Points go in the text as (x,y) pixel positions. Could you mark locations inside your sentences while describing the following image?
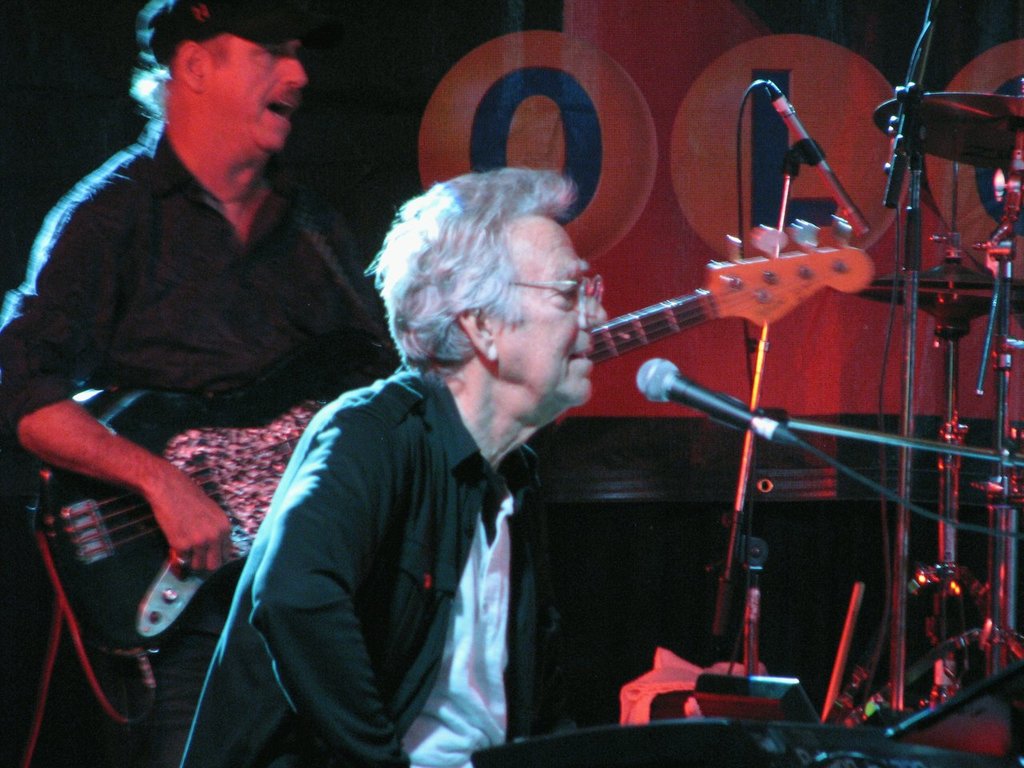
In this picture we can see man (511,411) sitting and singing on the mic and at back of him man (221,270) standing holding guitar (213,441) in his hand (193,499) and playing it we have banner (600,149) some platform stands (908,428), musical instruments (930,132).
